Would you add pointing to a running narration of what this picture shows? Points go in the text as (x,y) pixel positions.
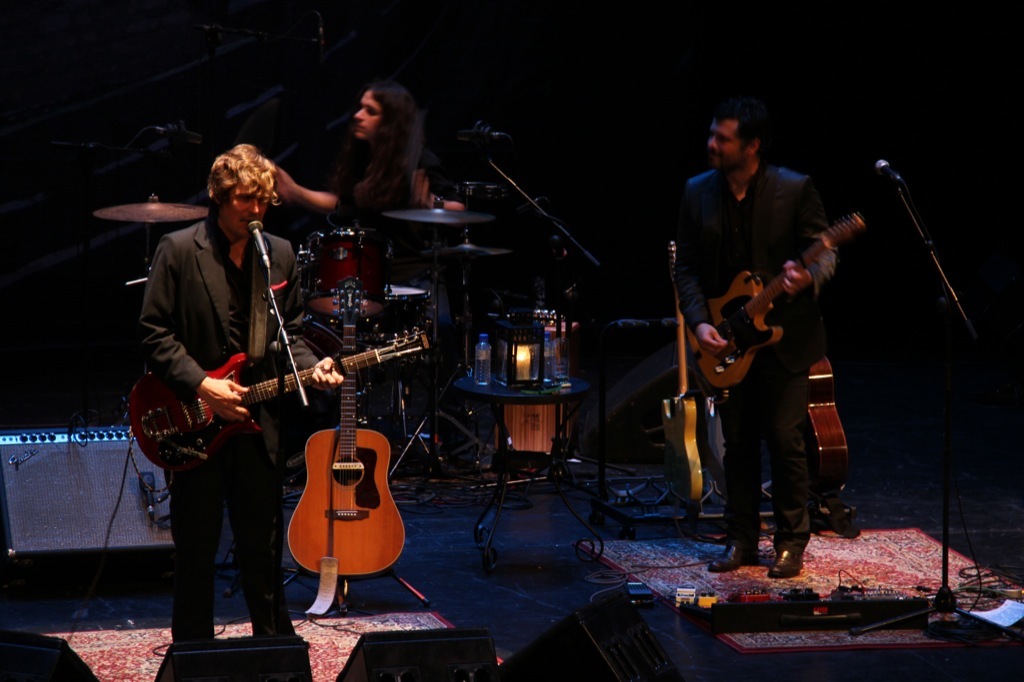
In this image there are two persons (190,516) standing and holding a guitar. At the middle of the image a person (407,141) is playing some musical instruments (462,333). There is a table (475,393) having some bottles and lantern (543,343) on it. At the bottom right (835,631) there is a plug board (924,618). At the left side (86,468) there is an electrical device (86,468).
